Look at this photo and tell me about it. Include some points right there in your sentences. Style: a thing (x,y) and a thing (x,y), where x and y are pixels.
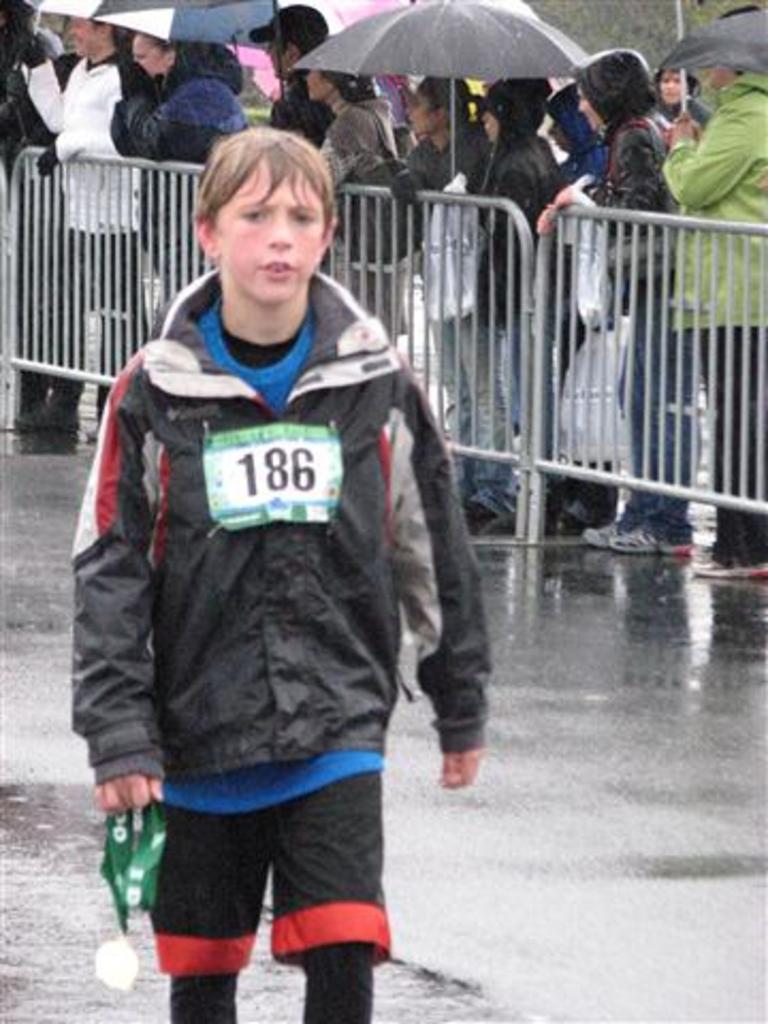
In this image there is a person (450,580) walking on the road (672,722) holding some tag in a rain (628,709), behind him there is a fence (714,267) where people (22,139) are standing in queue under the umbrella (399,52).
